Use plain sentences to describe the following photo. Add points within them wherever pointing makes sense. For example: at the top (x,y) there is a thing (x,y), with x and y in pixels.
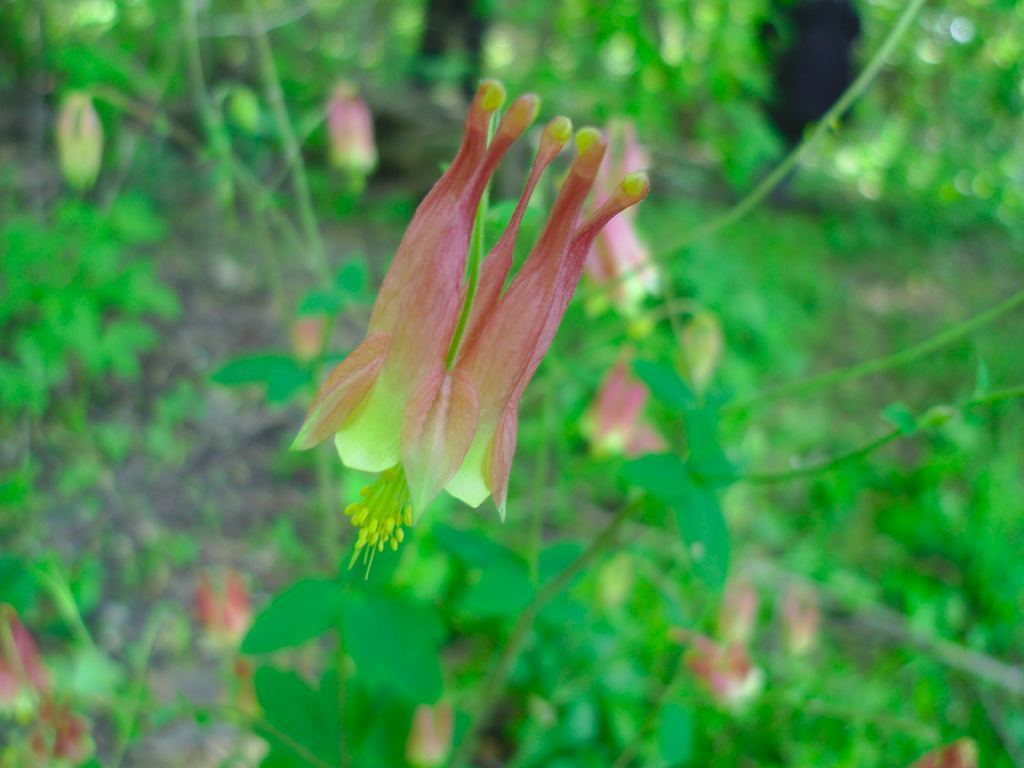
Front side of image there is a flower (484,372) having few petals (375,448). Behind the flower (465,177) there are few plants (654,367) having leaves (253,379) and flowers (93,160) to it.
